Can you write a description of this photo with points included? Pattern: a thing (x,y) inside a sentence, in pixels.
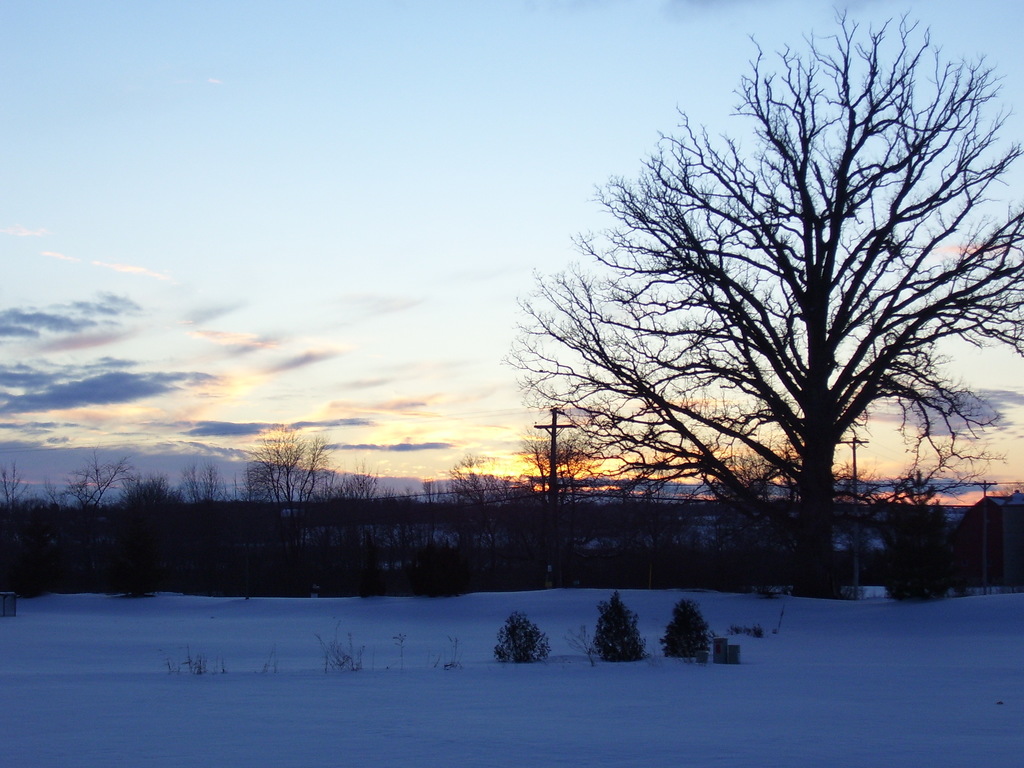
In this image we can see snow (517,705), plants (623,623). In the background of the image (223,445) there is sky (377,420), sun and trees (53,553).
